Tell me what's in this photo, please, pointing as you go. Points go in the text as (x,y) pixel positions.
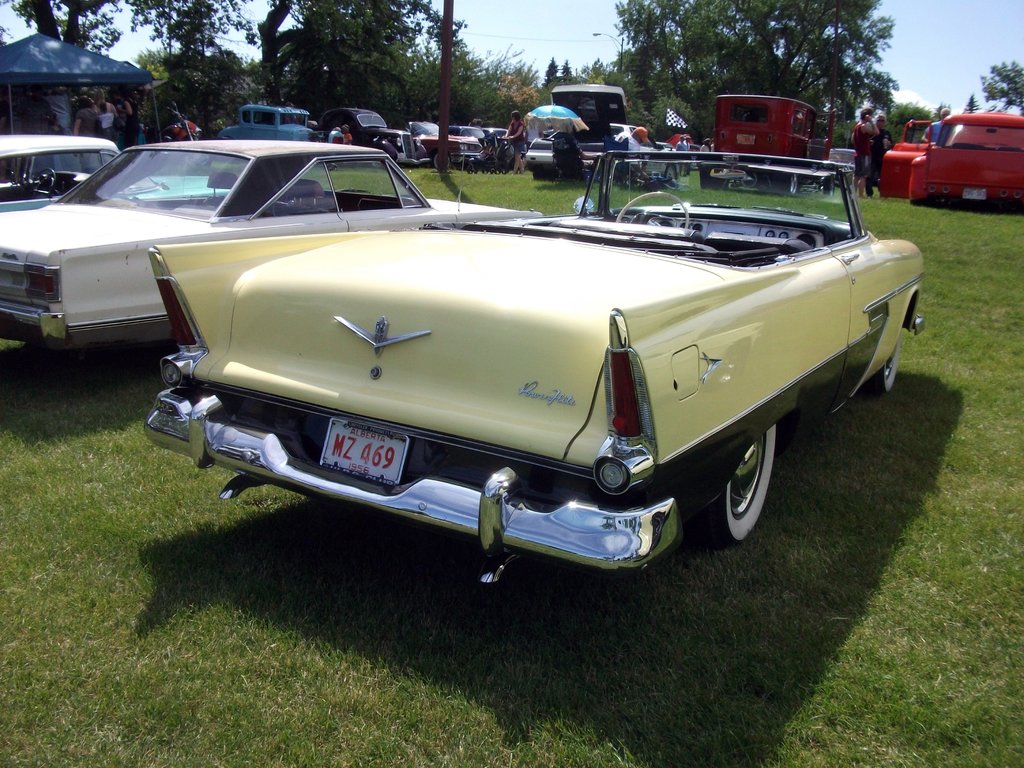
In this picture we can see vehicles (530,254), people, grass (572,199) on the ground (908,365), here we can see a tent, umbrella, flag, street light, iron pole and some objects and in the background (924,20) we can see trees (846,122), sky (924,57).
